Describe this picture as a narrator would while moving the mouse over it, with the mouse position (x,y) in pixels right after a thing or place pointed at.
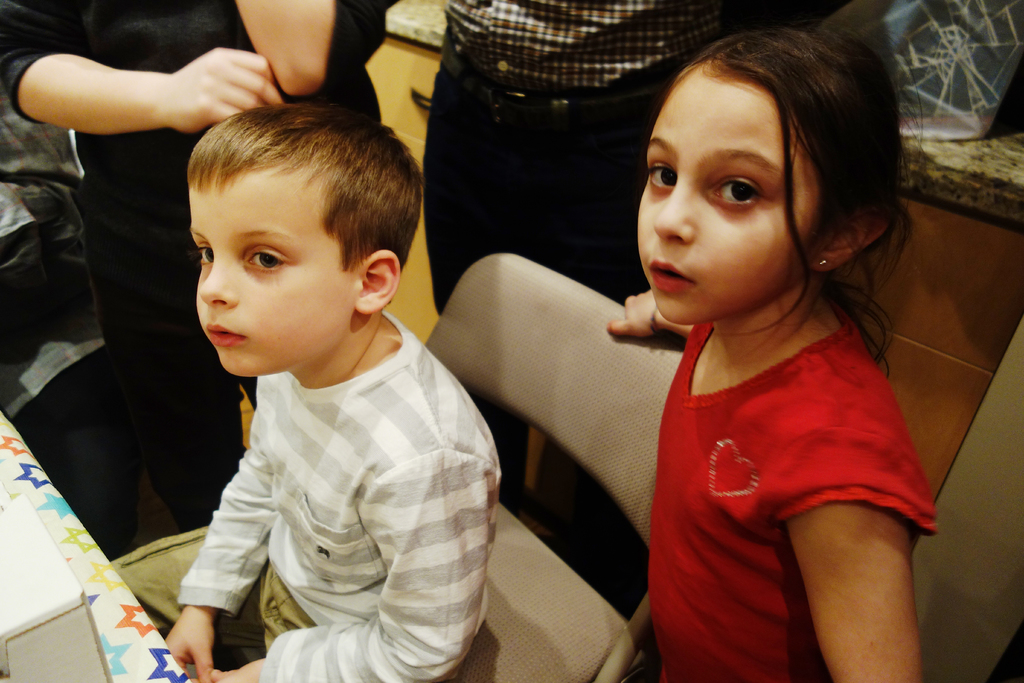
In this image I can see the group of people (312,248) with different color dresses (519,174). I can see one person (442,582) sitting on the chairs (534,595). In-front of the person (327,627) there is a box (47,594) on the table (75,574). I can see the colorful sheet (100,560) on the table (99,549). In the background (921,188) I can see something on the surface (921,154).
